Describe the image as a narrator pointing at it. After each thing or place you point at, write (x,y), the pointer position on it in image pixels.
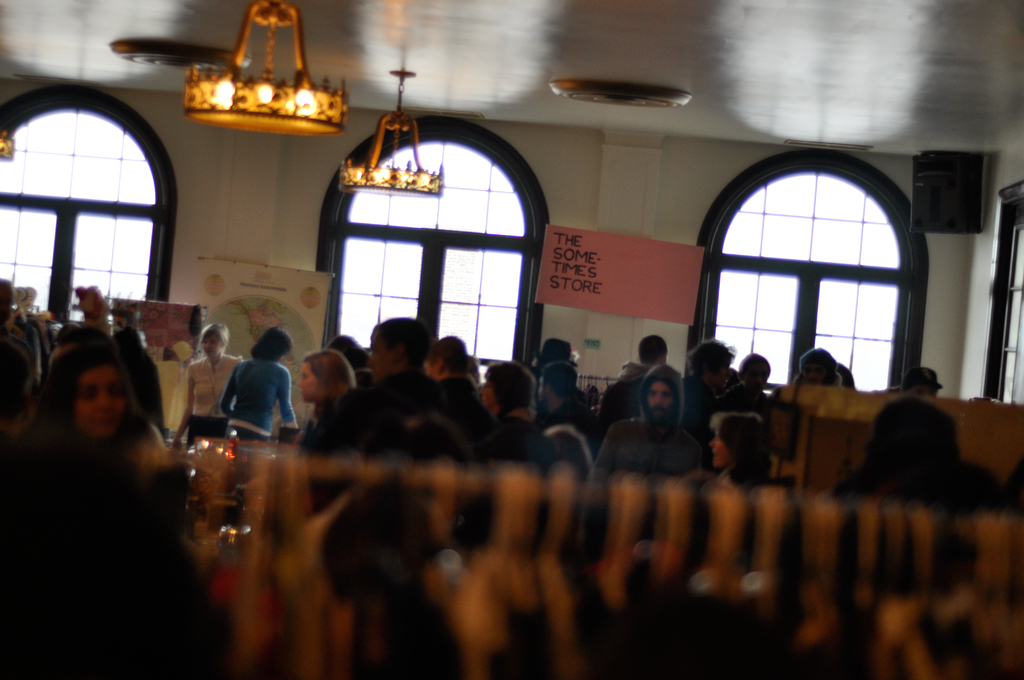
In this image in the center (364,405) there are persons (476,419) in the background (254,388). There are boards (635,266) with some text (591,280) written on it and there are windows (492,276), on the top (378,138) there are chandeliers (331,119) hanging and on the right side (926,198), on the top (939,208) there is an object (954,187) which is black in colour hanging.
